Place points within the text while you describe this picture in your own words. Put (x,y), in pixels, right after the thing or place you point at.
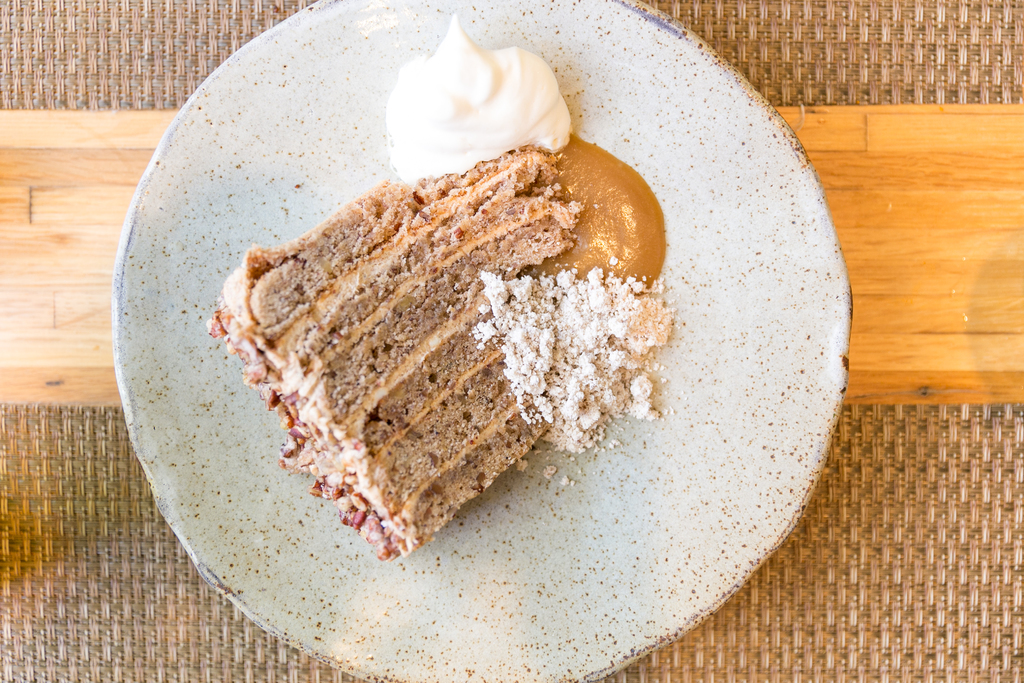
In this picture we can see food items (498,90) placed on the wooden surface (970,213).
